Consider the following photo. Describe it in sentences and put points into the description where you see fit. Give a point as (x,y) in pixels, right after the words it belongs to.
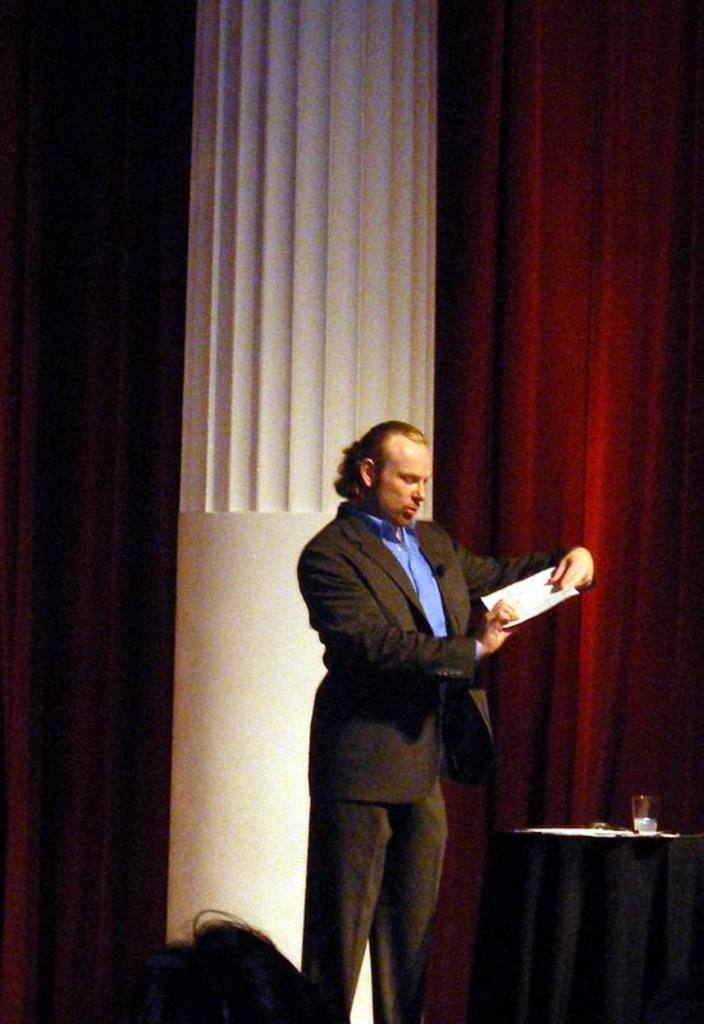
In this picture there is a man (408,423) standing and holding the paper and there is a paper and there is a glass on the table (524,928). At the back (340,19) there is a pillar (280,282) and there is a curtain (678,398). In the foreground (246,964) there is a person (217,964).
